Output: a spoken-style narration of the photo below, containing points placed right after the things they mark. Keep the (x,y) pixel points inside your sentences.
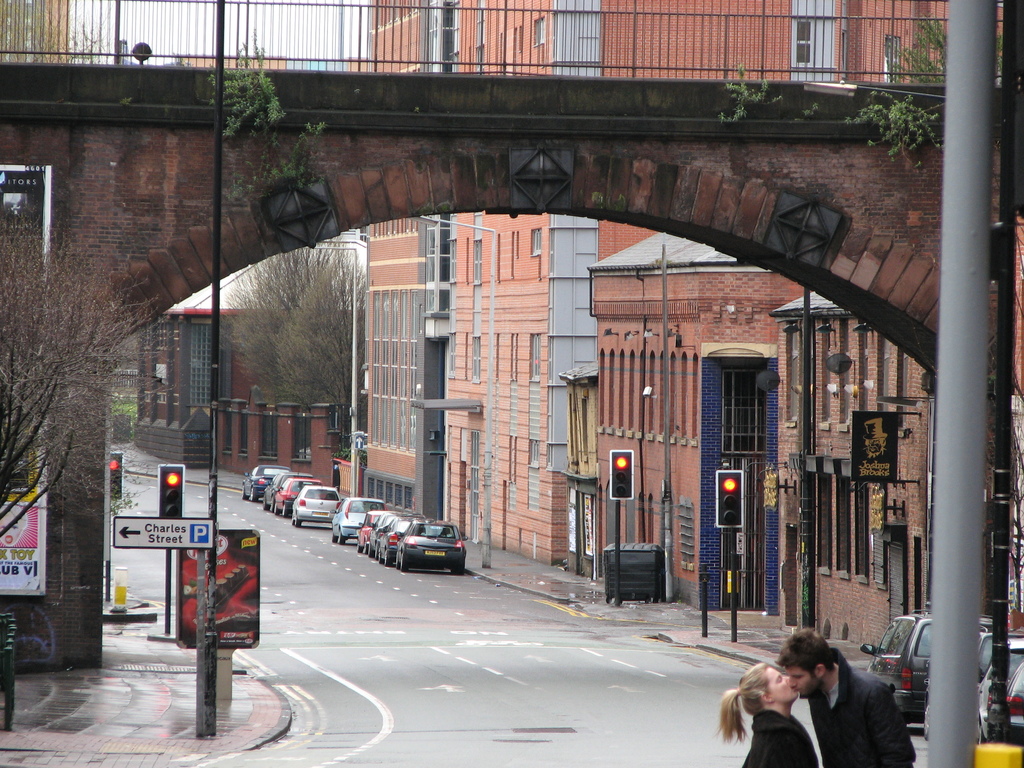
In this picture we can see a man (820,727) and a woman (766,718) kissing each other. There is a pole (934,706) and traffic signals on the poles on the right side (732,485). We can see a few vehicles (347,530) on the road (326,669). There is a direction board (166,533), traffic signals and posters (2,575) are visible on a wall (51,573) on the left side (79,231). We can see an arch (606,204) on a wall (105,280). There is a bridge (591,106) on top of the image (750,69). We can see a few trees (276,284) and buildings (690,376) in the background (442,479).
